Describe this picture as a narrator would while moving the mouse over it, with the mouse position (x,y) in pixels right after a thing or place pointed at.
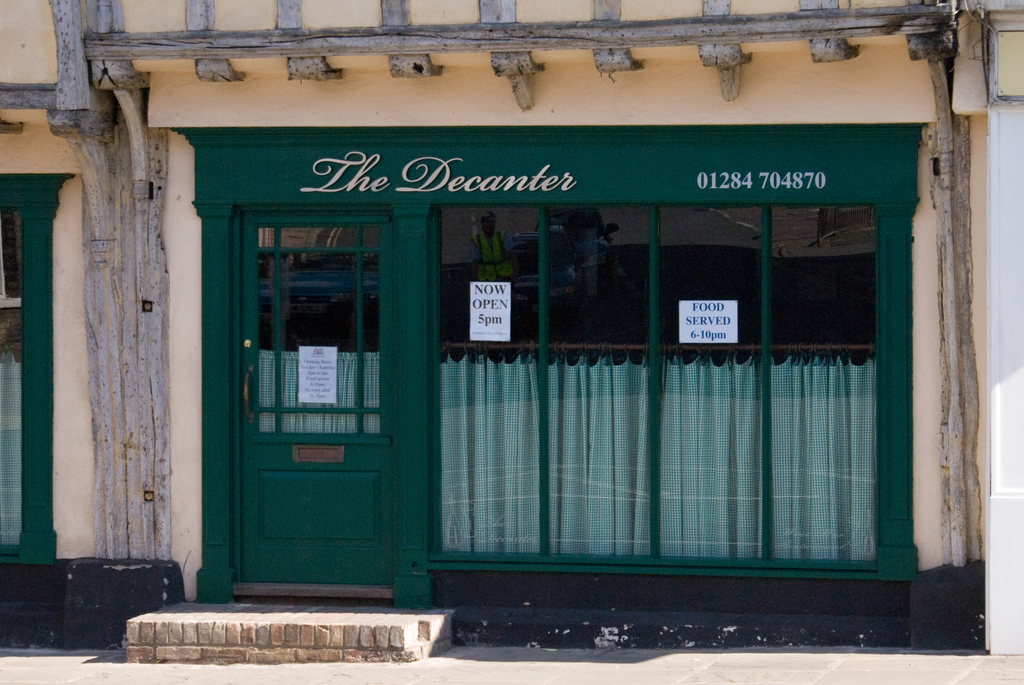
In the background of the image (94,203) there is a building (394,437). There is a door (347,346). At the bottom of the image (81,671) there is floor (396,675).
